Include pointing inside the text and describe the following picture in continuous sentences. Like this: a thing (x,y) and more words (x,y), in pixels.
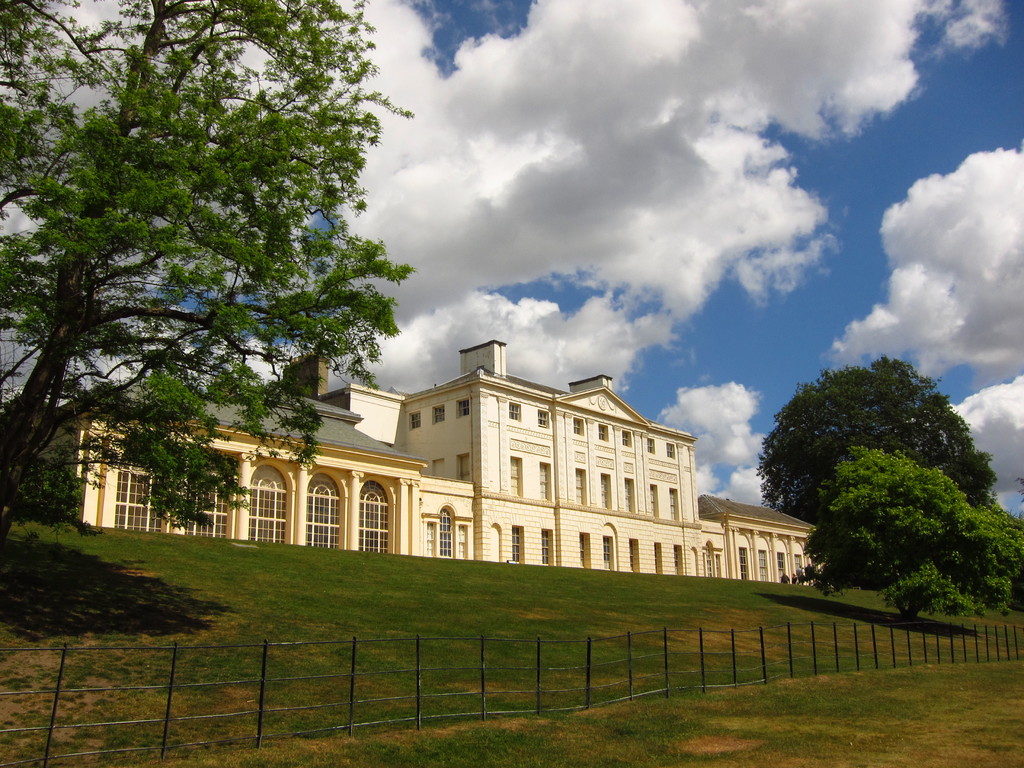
This is an outside view. At the bottom of the image (745,729) I can see the grass (520,736) and fencing (296,644). In the background (533,505) there is a building (573,489). On the both sides of the building (462,386) I can see the trees (863,386). On the top of the image (906,146) I can see the sky (911,142) and the clouds (619,110).
